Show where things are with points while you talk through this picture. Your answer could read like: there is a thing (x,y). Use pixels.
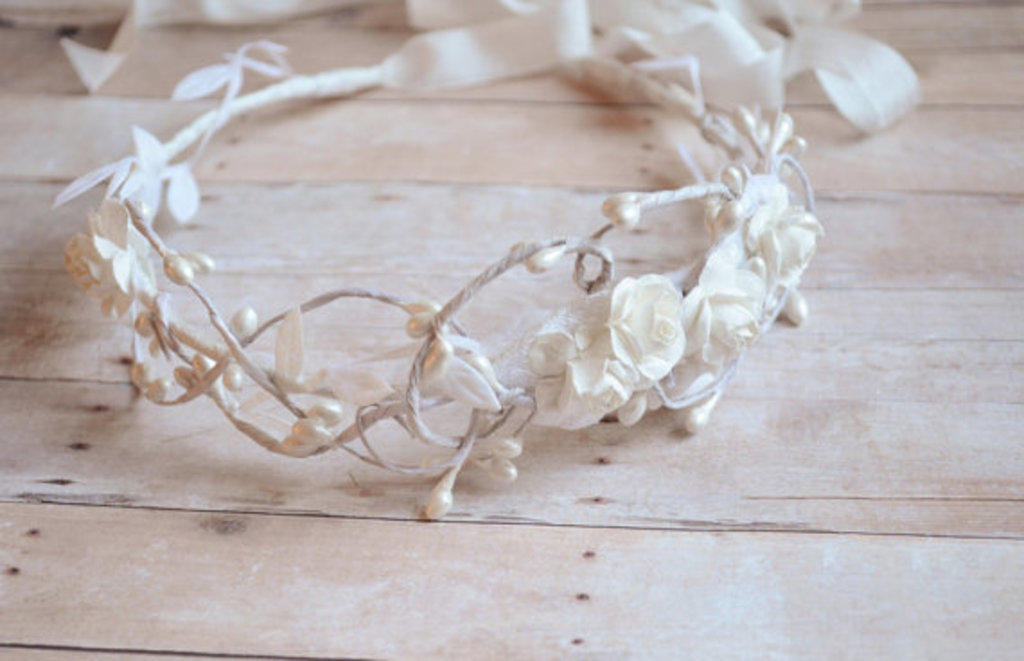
In this image we can see there is a table (424,181), on the table (851,414) there is a tiara (771,78).
